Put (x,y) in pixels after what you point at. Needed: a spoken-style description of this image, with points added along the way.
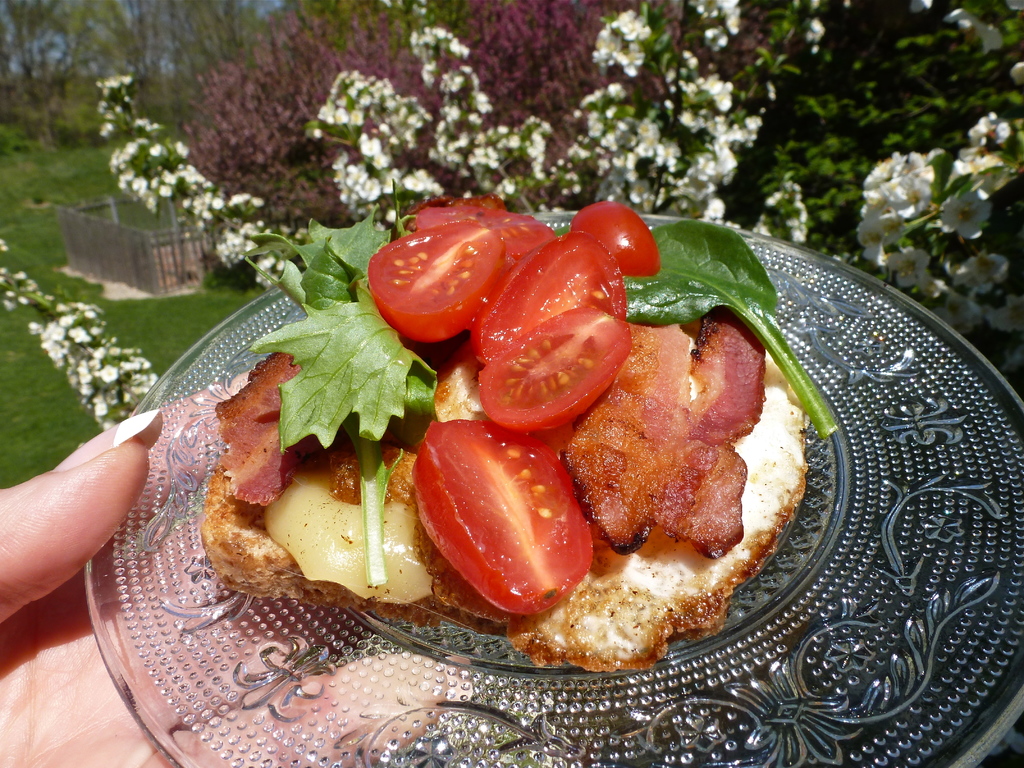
In this picture I can see there is a glass plate (877,473) and there is some food (571,542) placed in it. There is some grass (18,375) on the floor (45,388), there are few plants (82,382) in the backdrop (73,380) with white flowers (241,232) and the backdrop of the image (384,3) is blurred.
